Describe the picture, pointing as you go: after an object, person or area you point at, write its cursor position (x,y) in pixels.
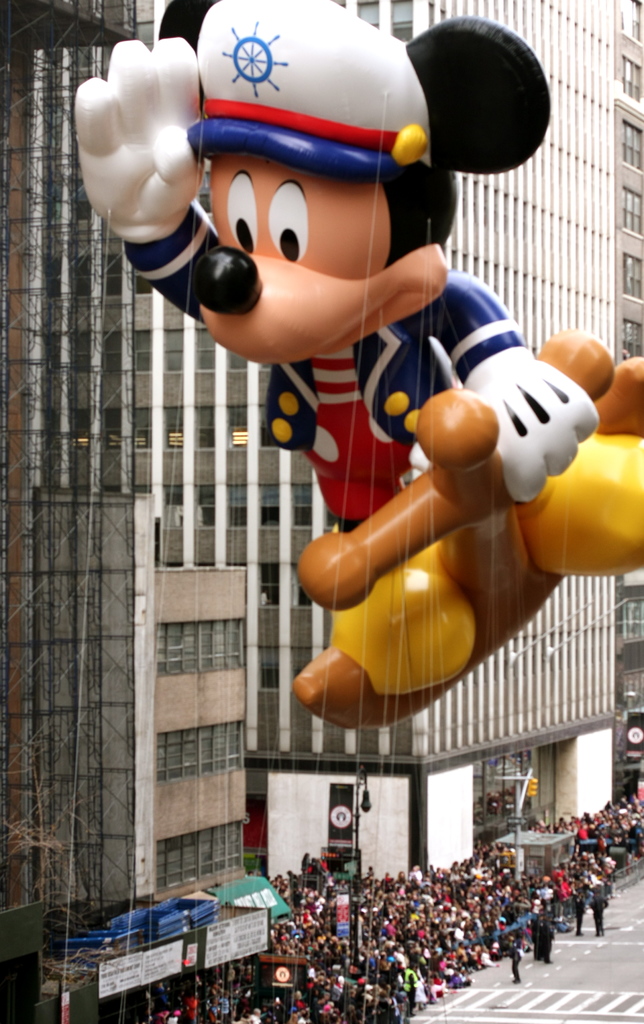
In the picture I can see a mickey mouse balloon (367,389). I can also see group of people (448,875) standing on the ground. I can also see buildings (274,801), poles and some other objects (248,887).
